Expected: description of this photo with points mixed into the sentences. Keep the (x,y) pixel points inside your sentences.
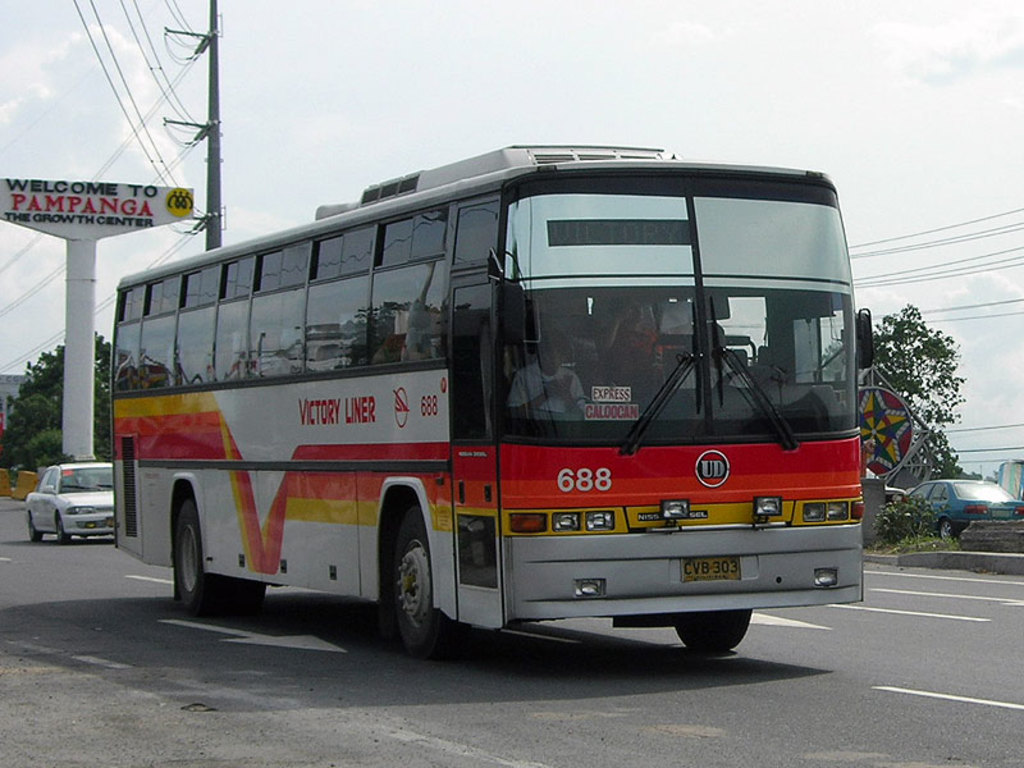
In this picture we can see a white and red color bus (435,523) is moving on the road (113,589). Behind there is a street naming board (136,196), electric poles (207,121) and cables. Behind there are some trees (932,397).
